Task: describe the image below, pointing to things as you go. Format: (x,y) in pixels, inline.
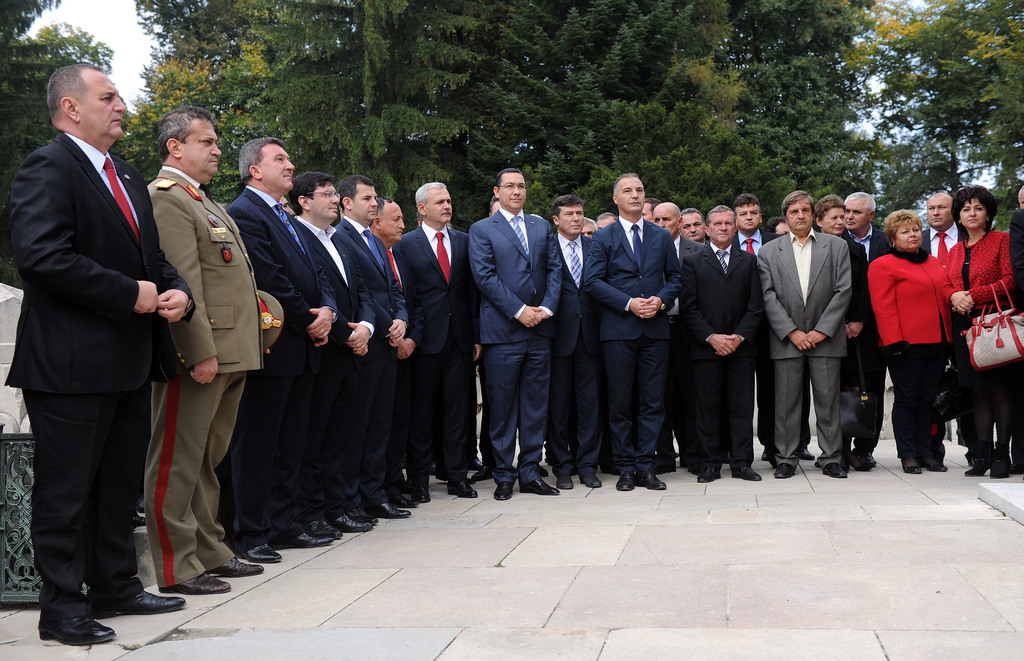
In this image I can see a group of people (573,362) standing. In the background (586,147), I can see the trees (613,77) and the sky (120,24).
